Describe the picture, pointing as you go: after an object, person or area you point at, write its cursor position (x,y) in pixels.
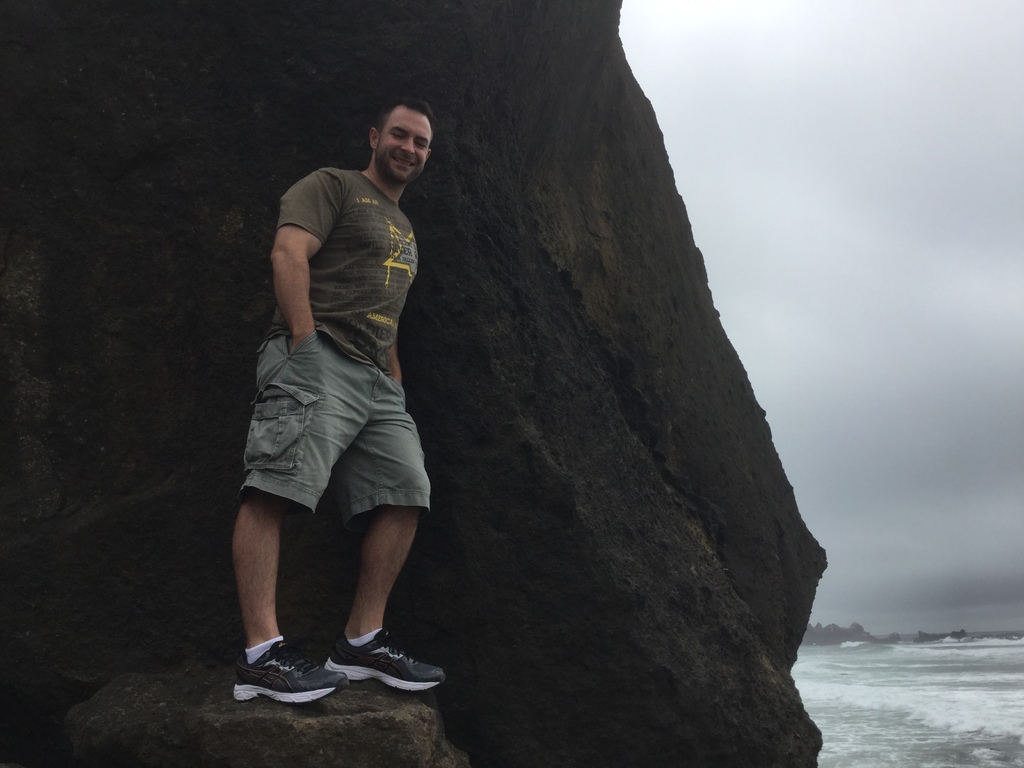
On the left side (294,215) we can see a man (297,305) is standing on the stone (354,760) at the rock (432,251) and on the right side (938,654) we can see water (875,678), trees (890,635) and clouds (852,255) in the sky (844,397).
